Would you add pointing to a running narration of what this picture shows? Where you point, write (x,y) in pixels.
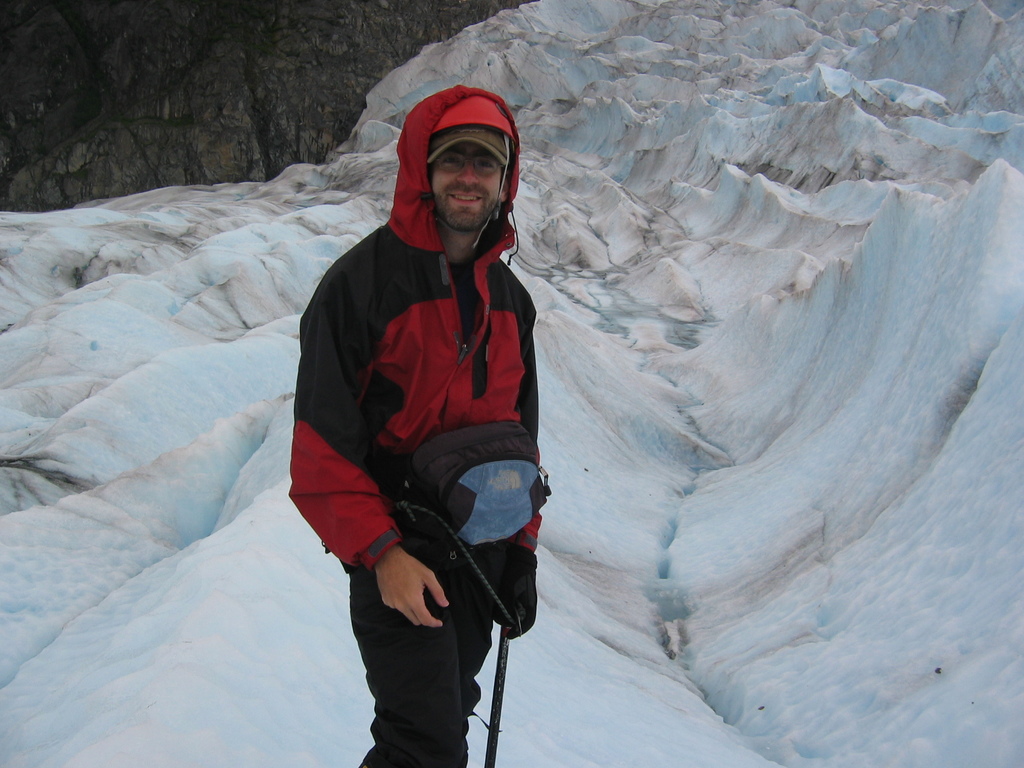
In this image we can see a man (425,689) standing. He is wearing a jacket (446,367). In the background (327,264) there are hills (139,28) and we can see snow (774,525).
